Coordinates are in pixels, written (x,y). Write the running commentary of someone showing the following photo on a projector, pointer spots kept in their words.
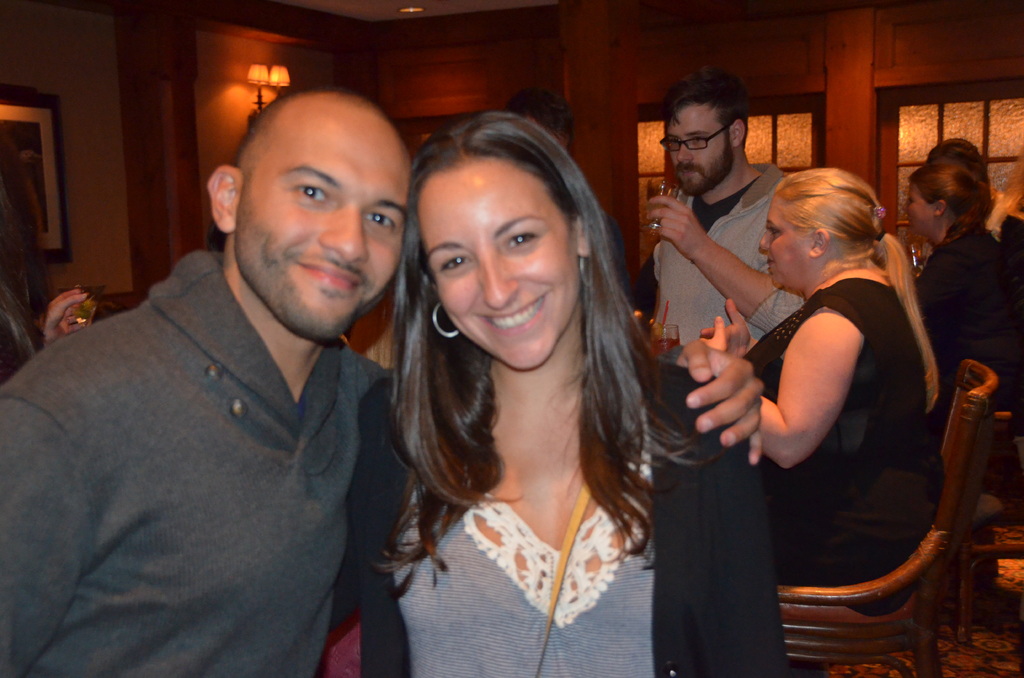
In this picture there is a man (282,522) and a woman (376,436) who are standing and smiling. There are two women (966,310) who are sitting in the chair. A person (750,269) is standing and holding a cup (659,225) in his hand (697,240). There is a lamp (281,67) unto the top left (279,80). A frame (54,133) is visible on the wall (72,169).
